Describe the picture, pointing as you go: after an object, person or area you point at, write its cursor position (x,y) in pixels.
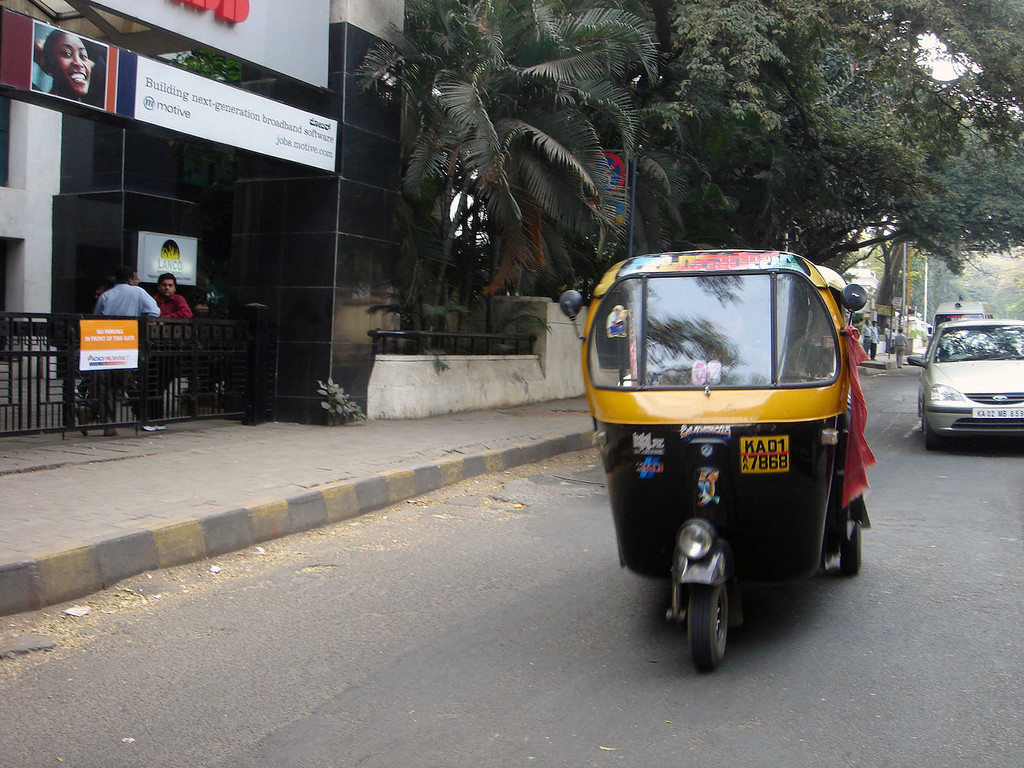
In this image we can see some vehicles (692,548) on the road (890,479) and some people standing on the footpath (191,460). On the left side (158,267) we can see a name board (301,146) to a building (206,221) and two people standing beside the gate (212,341). On the backside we can see some plants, a group of trees (582,281), a sign board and the sky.
